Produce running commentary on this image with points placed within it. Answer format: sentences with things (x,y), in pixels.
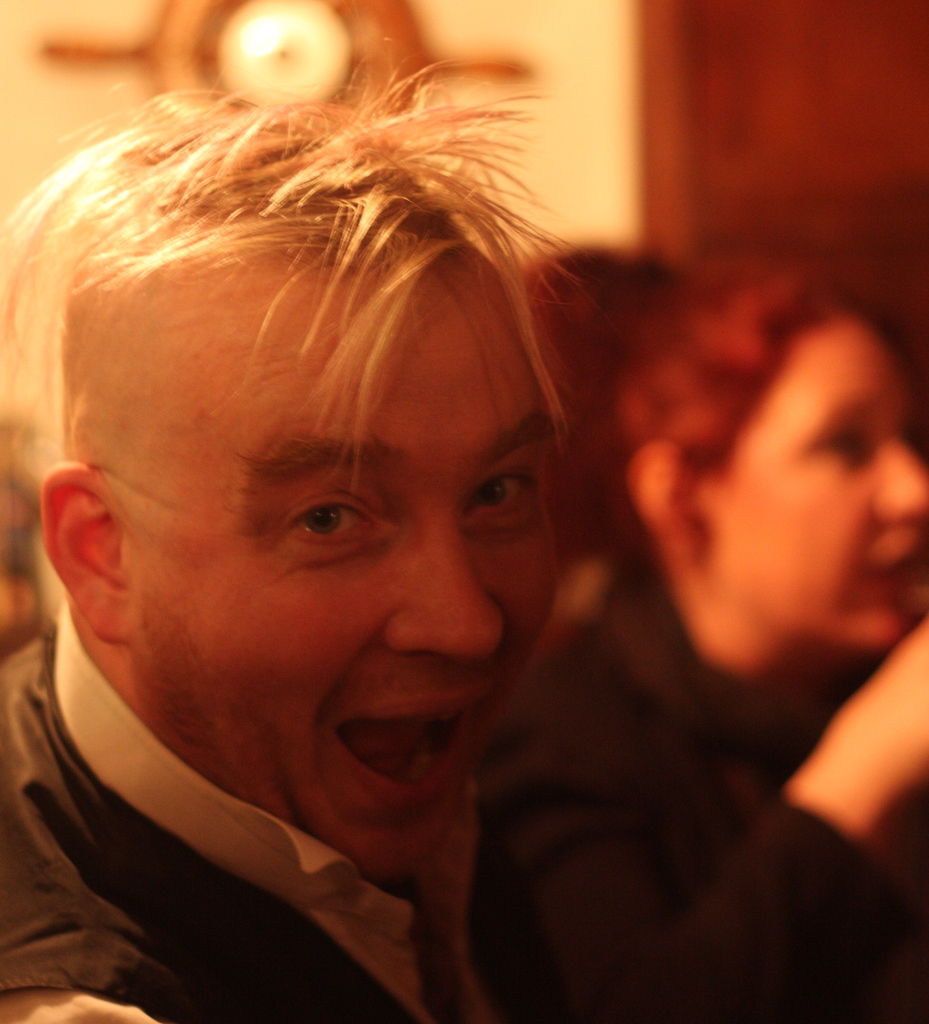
In this image there is a man (484,527), and there is blur background (910,743).
